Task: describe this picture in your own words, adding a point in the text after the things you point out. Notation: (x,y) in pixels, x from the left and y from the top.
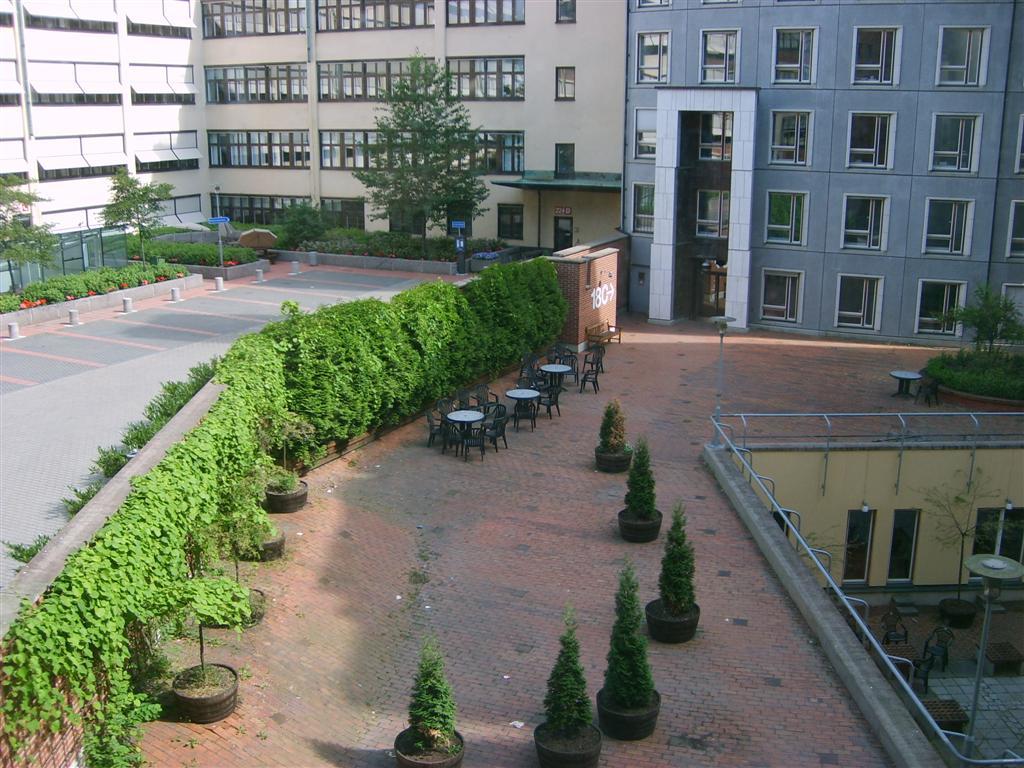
In the foreground of the image (53,685) we can see group of trees (648,464), plants (638,455) placed in containers (617,455). In the middle of the image (438,427) we can see group of chairs (590,357) and tables (476,416) placed on the floor (381,511). To the right side of the image (698,59) we can see group of windows (783,222) on building (671,50). In the background (671,50), we can see group of buildings (747,143) and some sign boards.
